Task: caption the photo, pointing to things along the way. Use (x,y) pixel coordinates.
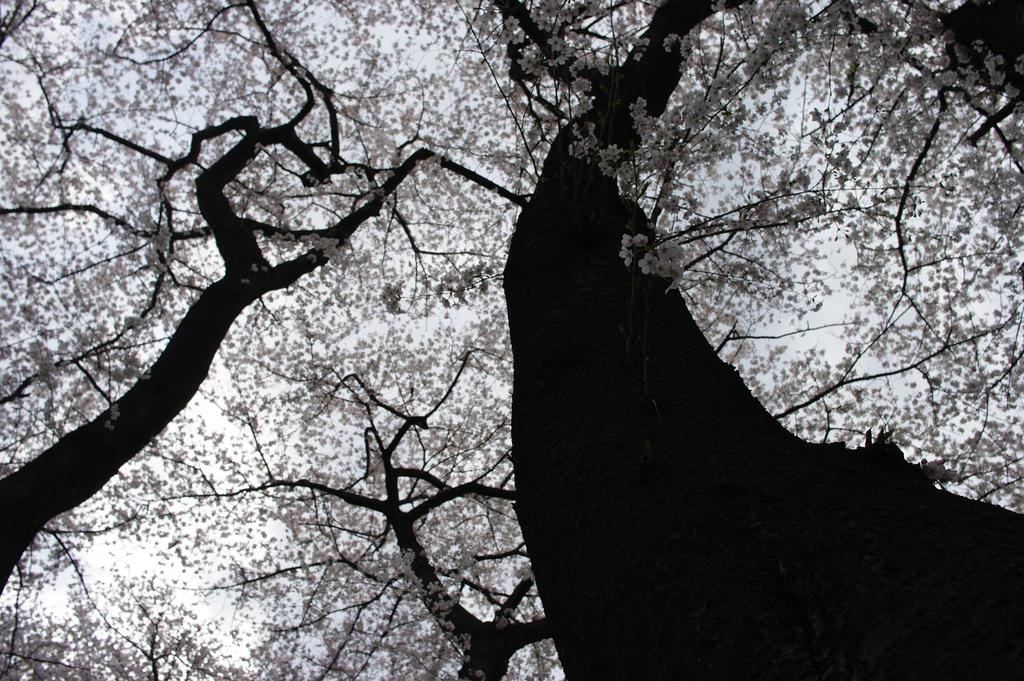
This is a black and white image. In this image we can see trees (532,418) with flowers (420,342). In the background (151,592) there is sky (147,580).
